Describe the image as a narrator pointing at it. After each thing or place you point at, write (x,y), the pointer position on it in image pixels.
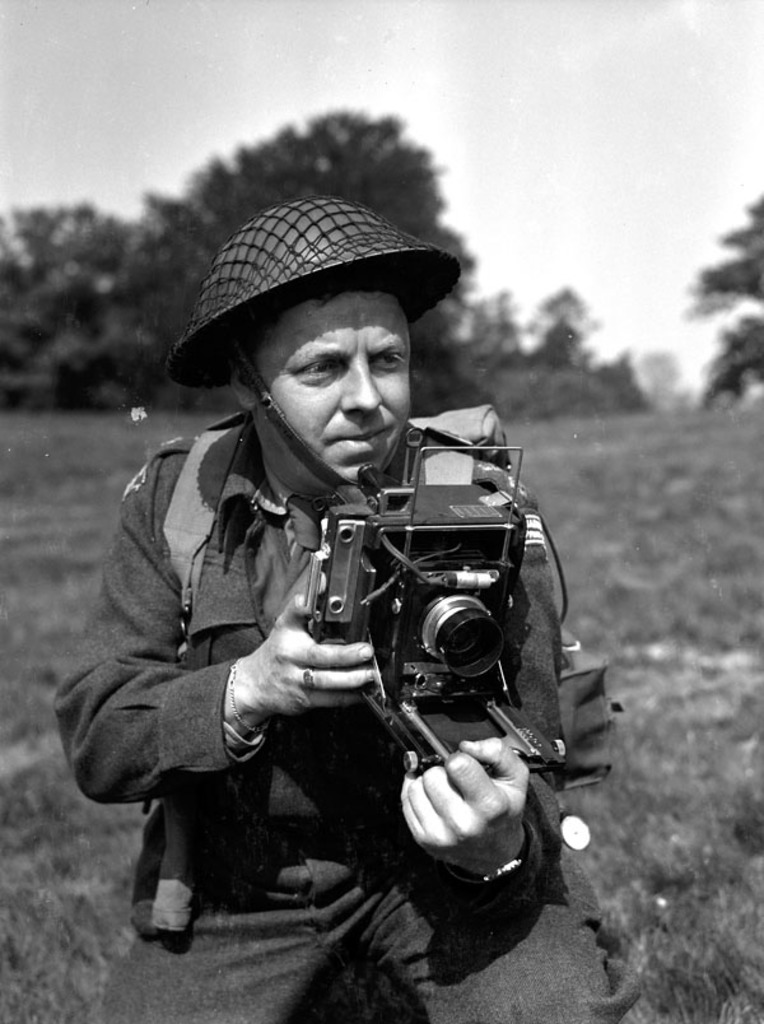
In this picture there is a person (375,961) at the center of the image (263,504) who is taking a photograph of the front area of the image, he is wearing a hat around his head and the floor (610,445) on which he is standing is grass floor (8,437) and there are some trees (449,336) around the area of the image.
